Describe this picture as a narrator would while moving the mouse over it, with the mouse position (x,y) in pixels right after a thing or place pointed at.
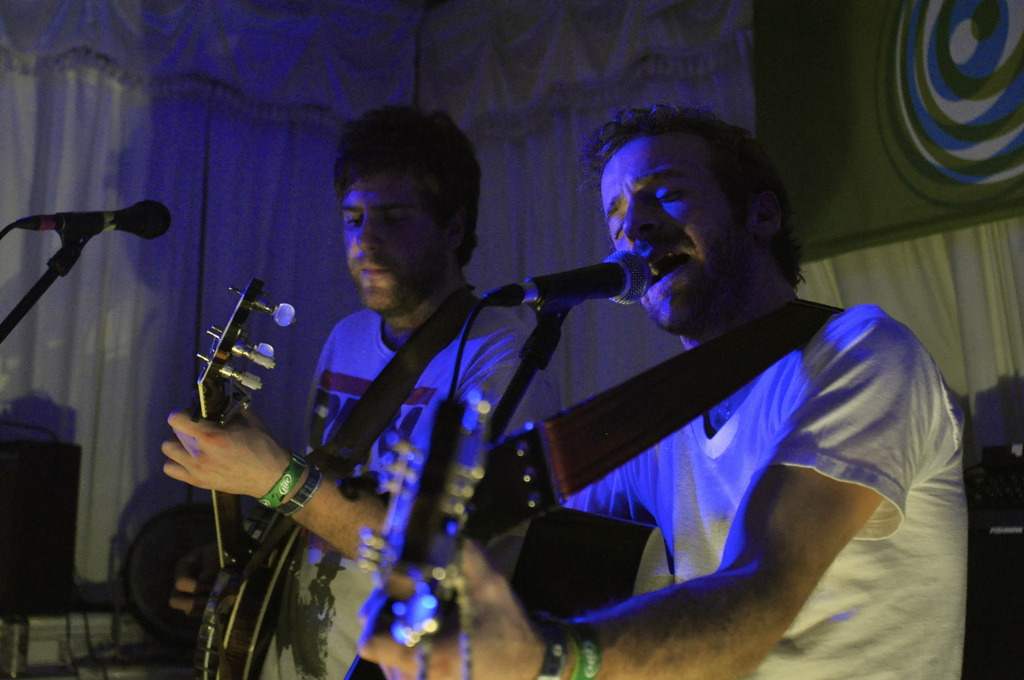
In this picture there are two persons (481,320), both are holding guitar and one of them is singing and the other person (352,221) is looking at the guitar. There is a curtain (128,138) behind them and is also a microphone (106,212) present in front of them.
